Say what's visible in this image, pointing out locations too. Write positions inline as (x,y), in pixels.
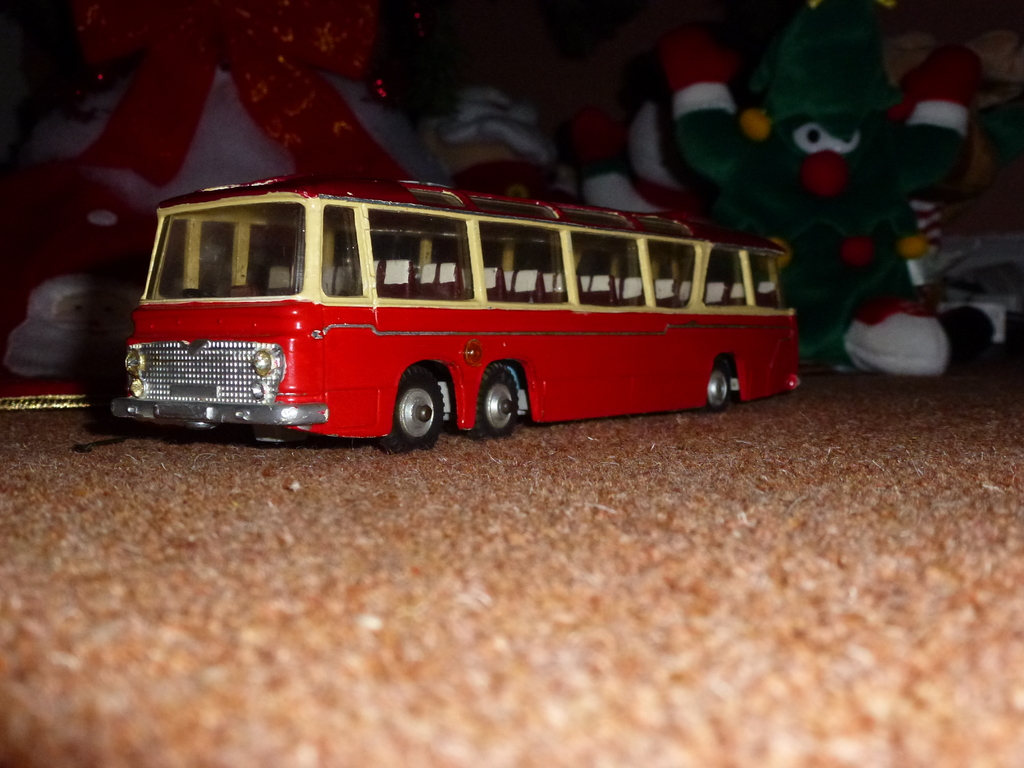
This picture shows a toy bus (665,317) and few soft toys (726,95).
